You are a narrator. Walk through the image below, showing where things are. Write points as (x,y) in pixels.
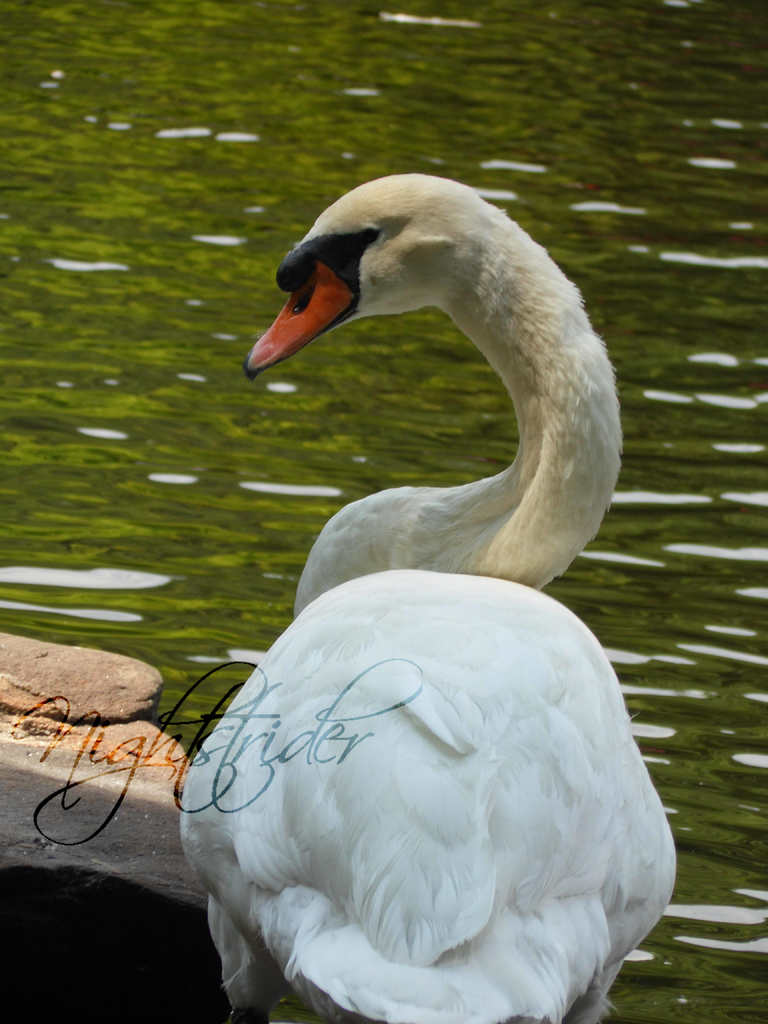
In this image I can see the bird (398,680) which is in white, black and red color. It is on the rock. To the side I can see the water (207,280).
